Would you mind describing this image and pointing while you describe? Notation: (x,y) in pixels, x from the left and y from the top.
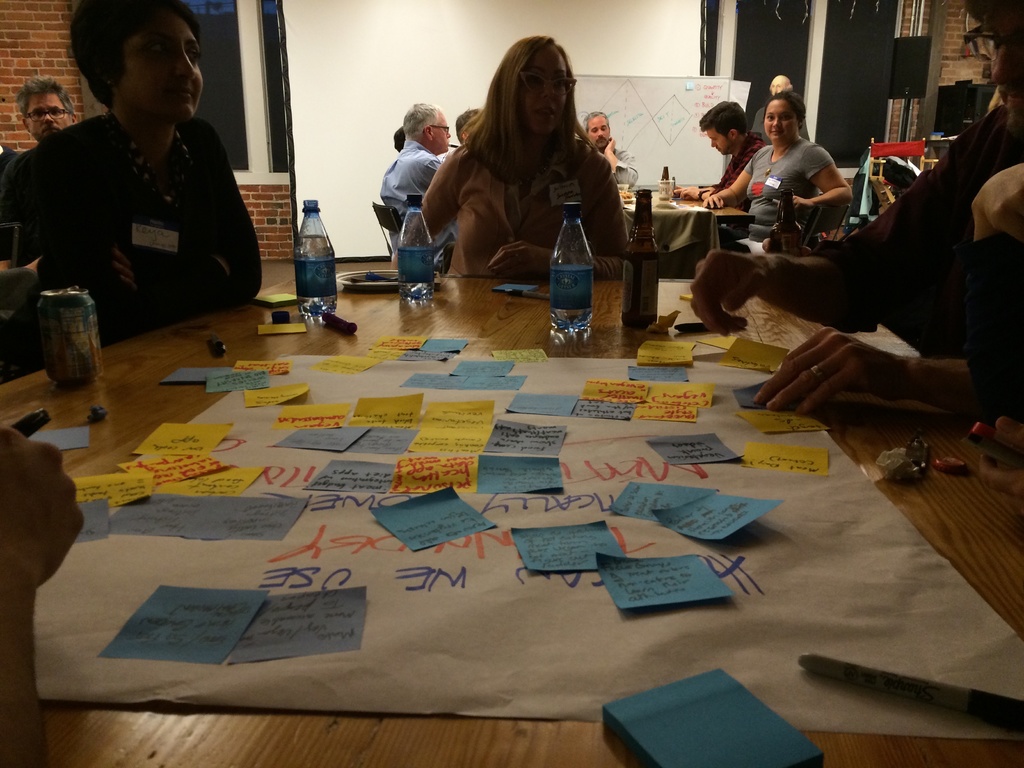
In this image i can see a group of people (632,167) are sitting on a chair (825,233) in front of a table (364,547). On the table (467,462) we have few water bottles (578,255) and other objects (407,440) on it.
